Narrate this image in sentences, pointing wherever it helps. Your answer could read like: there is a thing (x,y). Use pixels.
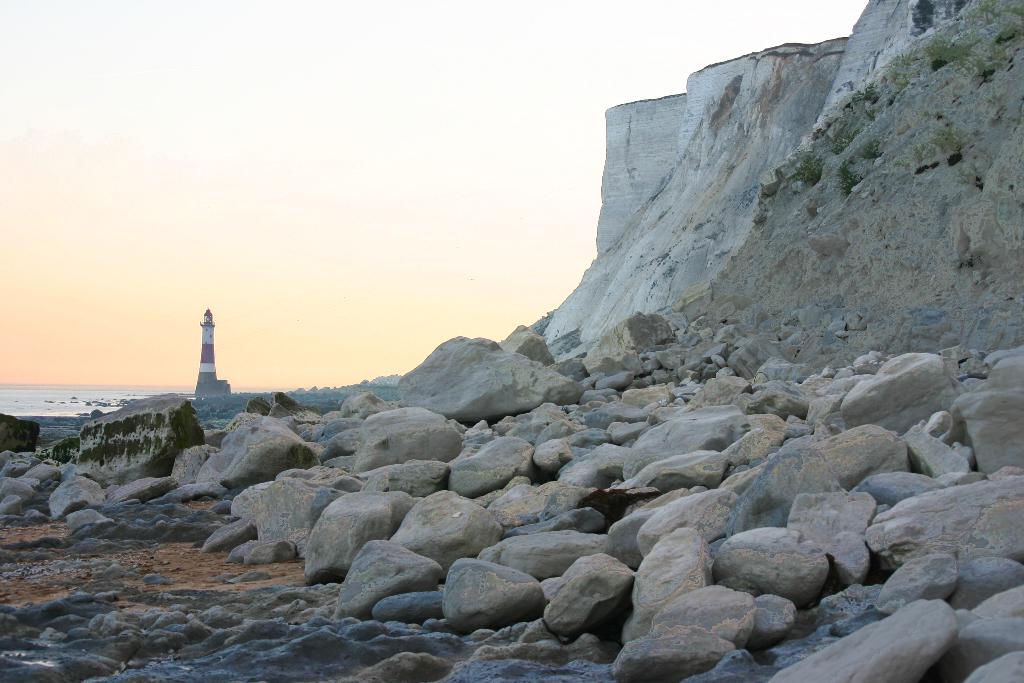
In this image, we can see some rocks (879,390). In the background (217,379), we can see a tower (210,376), water (83,403) in an ocean (99,400). At the top (319,143), we can see a sky (277,301).
